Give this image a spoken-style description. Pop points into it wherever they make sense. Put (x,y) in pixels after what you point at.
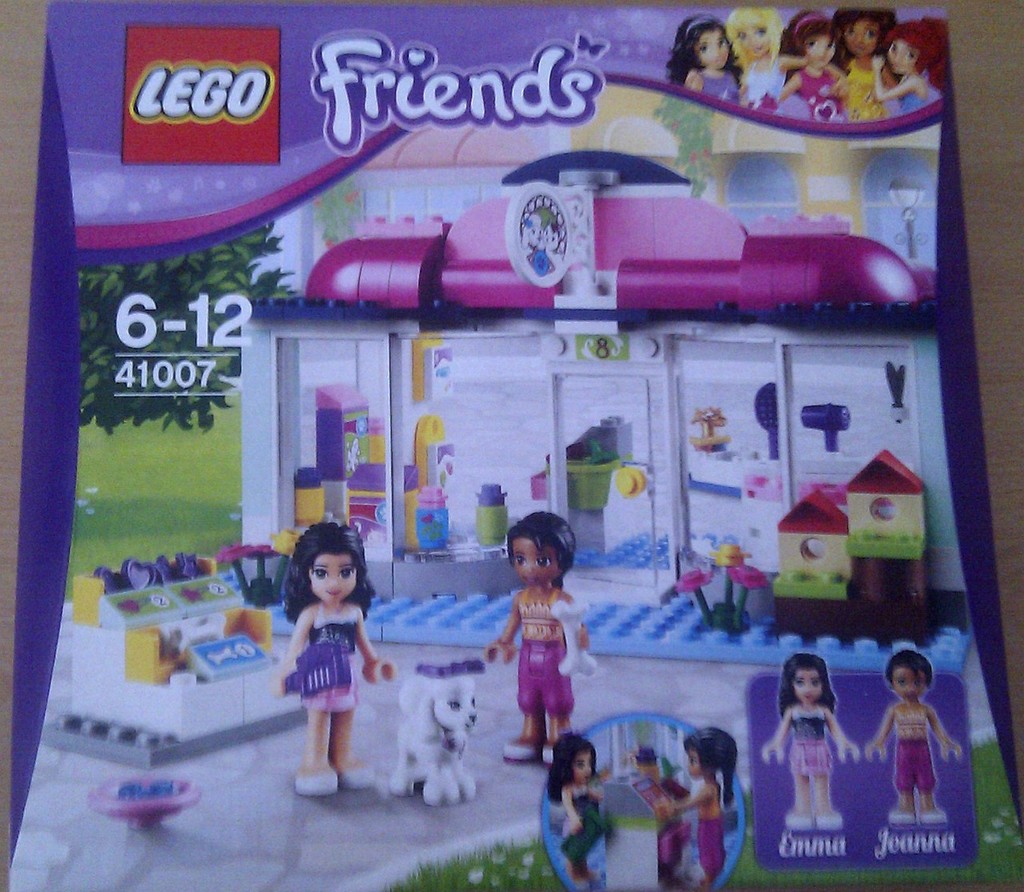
In this picture I can see a paper (301,303) on the wooden object (1014,519), there are Lego boards (664,604), toys (309,502), words (539,78) and numbers (172,328) on the paper (538,383).
